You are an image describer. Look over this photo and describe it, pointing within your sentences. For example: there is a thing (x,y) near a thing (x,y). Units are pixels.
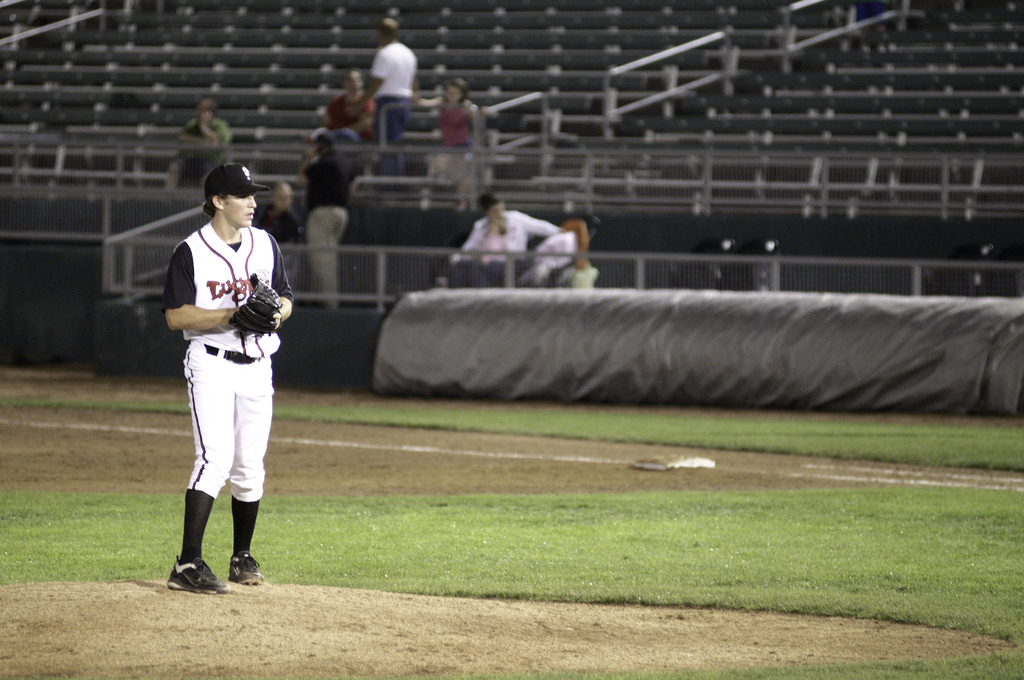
In this image there is a player (245,485) standing on a ground (648,656), in the background (521,248) there are few people (512,231) sitting on chairs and three persons (351,176) are standing.
